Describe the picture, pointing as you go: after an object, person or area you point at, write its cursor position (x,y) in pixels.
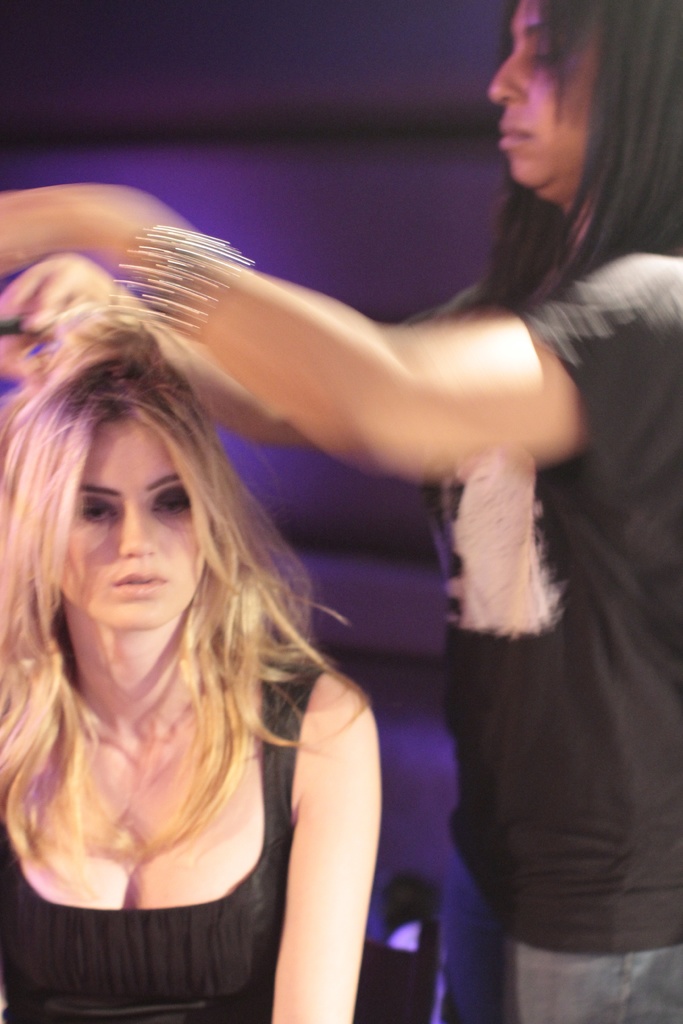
In this picture we can see two women (434,361) and in the background (434,544) we can see it is blurry.
